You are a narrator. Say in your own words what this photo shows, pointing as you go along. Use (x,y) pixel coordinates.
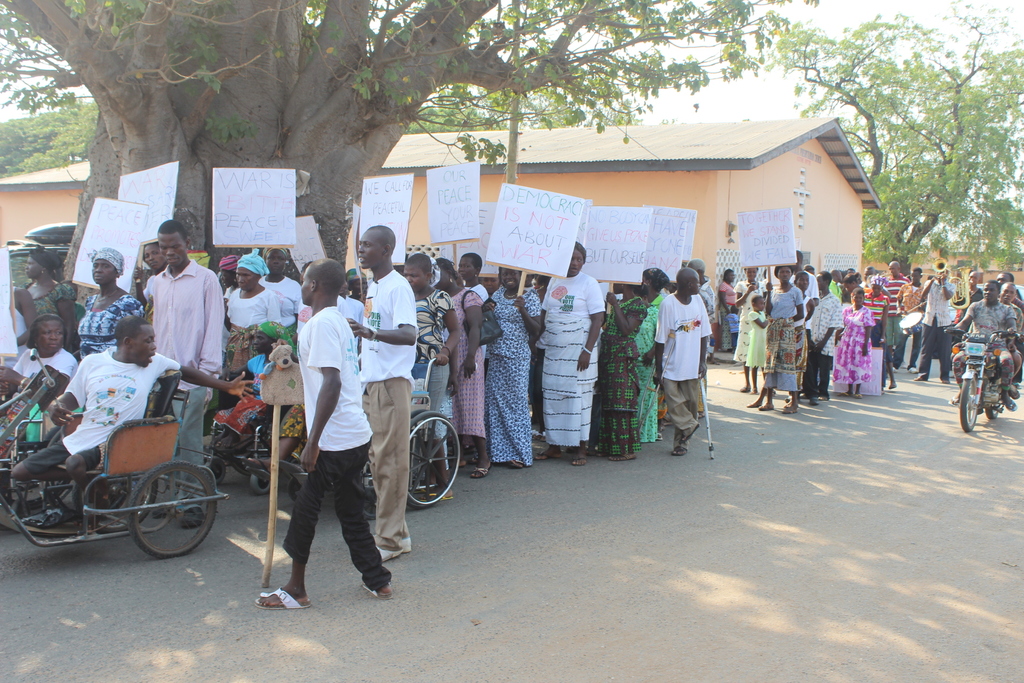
In this image there are group of people (791,342) standing on the road (739,526) by holding the placards (661,239). On the left side (135,454) there are few people (135,392) sitting in the wheelchairs (168,482). In the background (685,179) there is a building (679,154). In the middle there is a tree (256,69). On the right side (998,320) there is a motorcycle (975,355) on which a person (979,314) is riding. In the background (968,136) there are trees (920,137).
